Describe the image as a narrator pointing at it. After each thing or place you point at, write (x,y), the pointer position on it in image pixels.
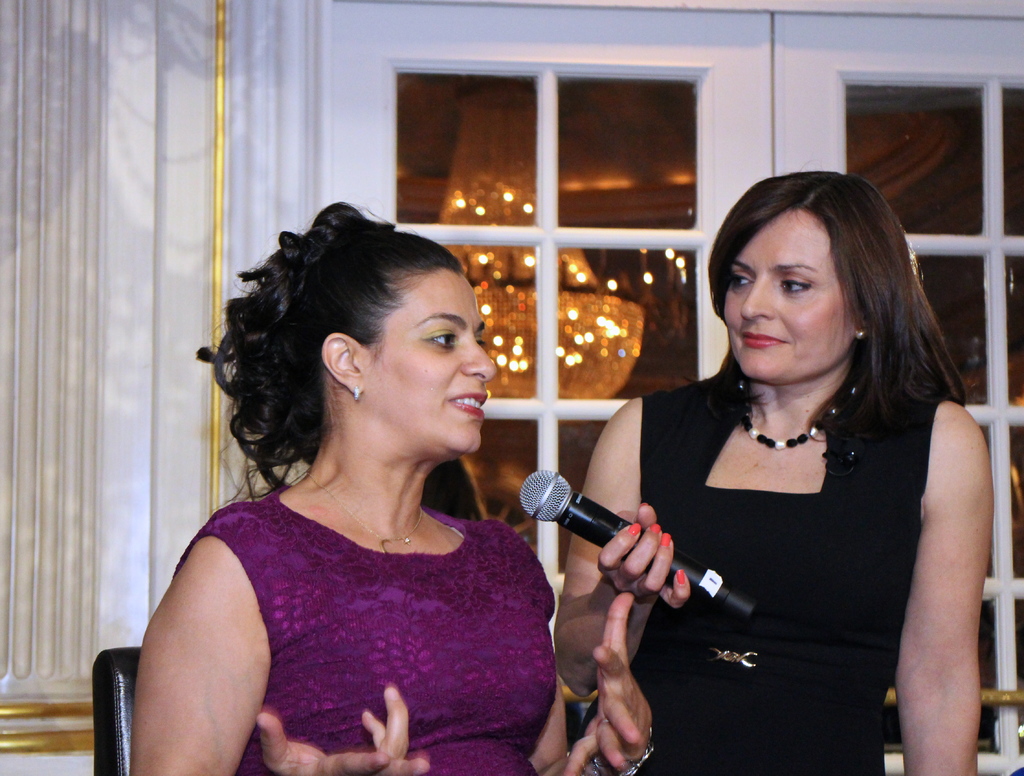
This picture describes about two women (281,423), the left side of the woman (198,668) seated on the chair (110,705) while right side of the woman (752,578) holding a microphone (603,541), in the background (608,300) we can find a light (514,252).
